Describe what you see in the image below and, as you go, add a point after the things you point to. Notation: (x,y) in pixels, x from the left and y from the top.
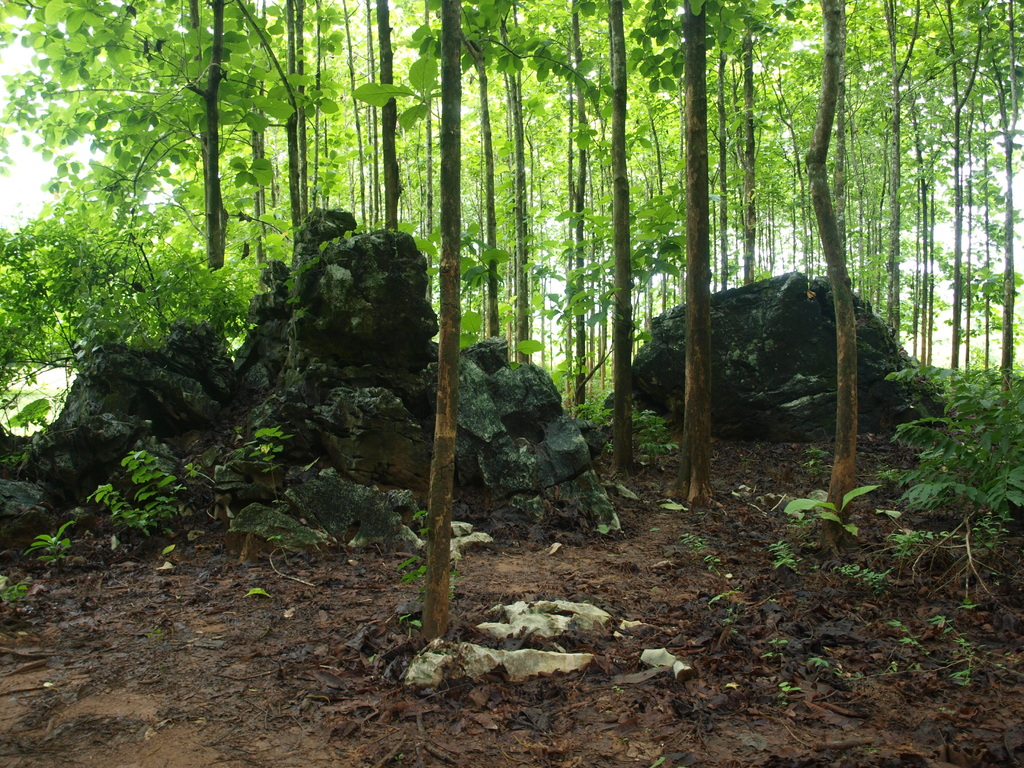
In this image we can see rocks (468,379), plants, trees (532,190) and leaves (943,627) on the ground (104,591).
